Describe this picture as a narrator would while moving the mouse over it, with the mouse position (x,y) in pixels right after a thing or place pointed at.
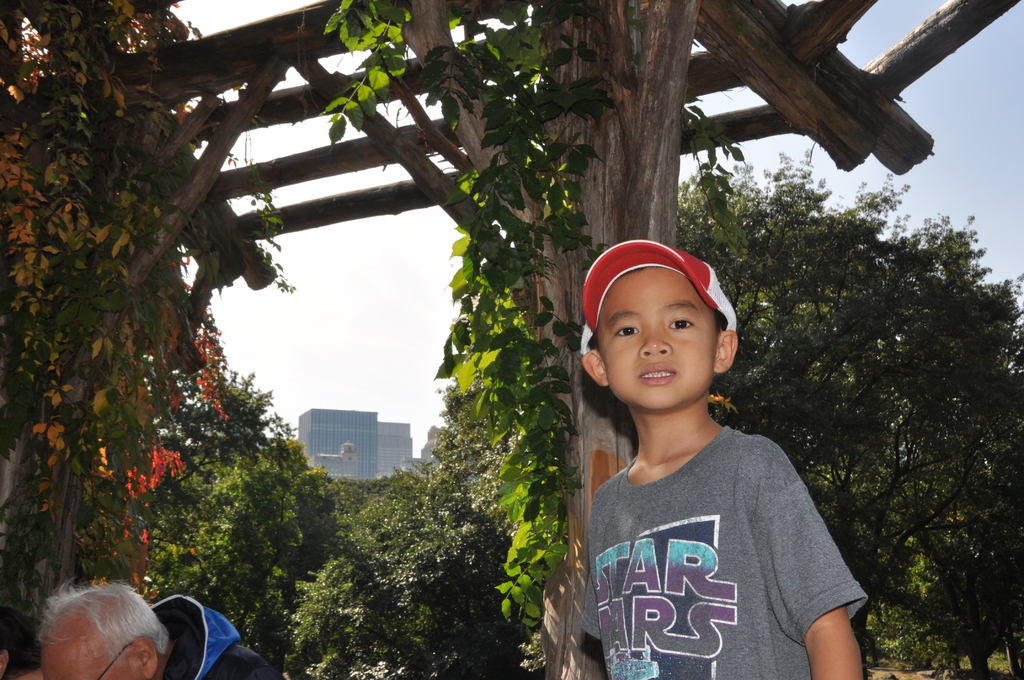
In the picture we can see a boy (818,607) in a T-shirt (730,644) and cap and beside him we can see a part of the man (118,628) and behind them, we can see a wooden shed (585,421) with some plant creepers (124,563) and behind it we can see a part of the building (379,477) and the sky (391,317).
